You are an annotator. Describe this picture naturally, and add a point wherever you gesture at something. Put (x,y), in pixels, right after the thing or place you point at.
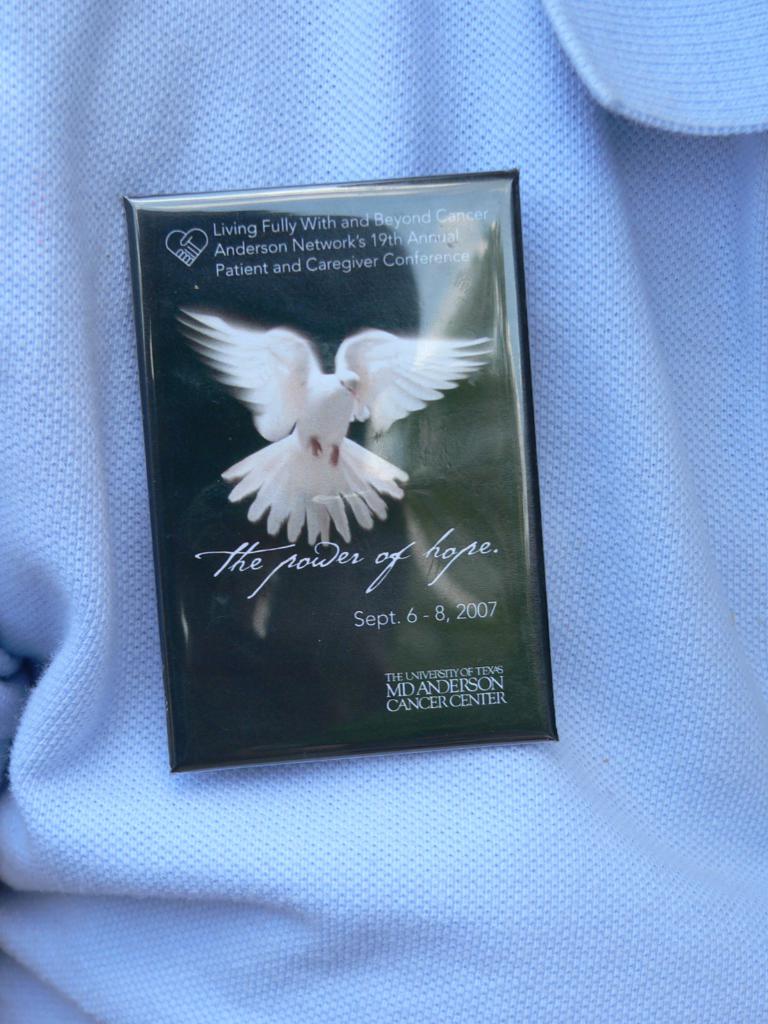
In this image there is a shirt (428,874) which is light blue in color and in the middle of the image (335,482) there is a card (245,313) with an image of a bird (321,451) and there is a text (449,684) on it.
